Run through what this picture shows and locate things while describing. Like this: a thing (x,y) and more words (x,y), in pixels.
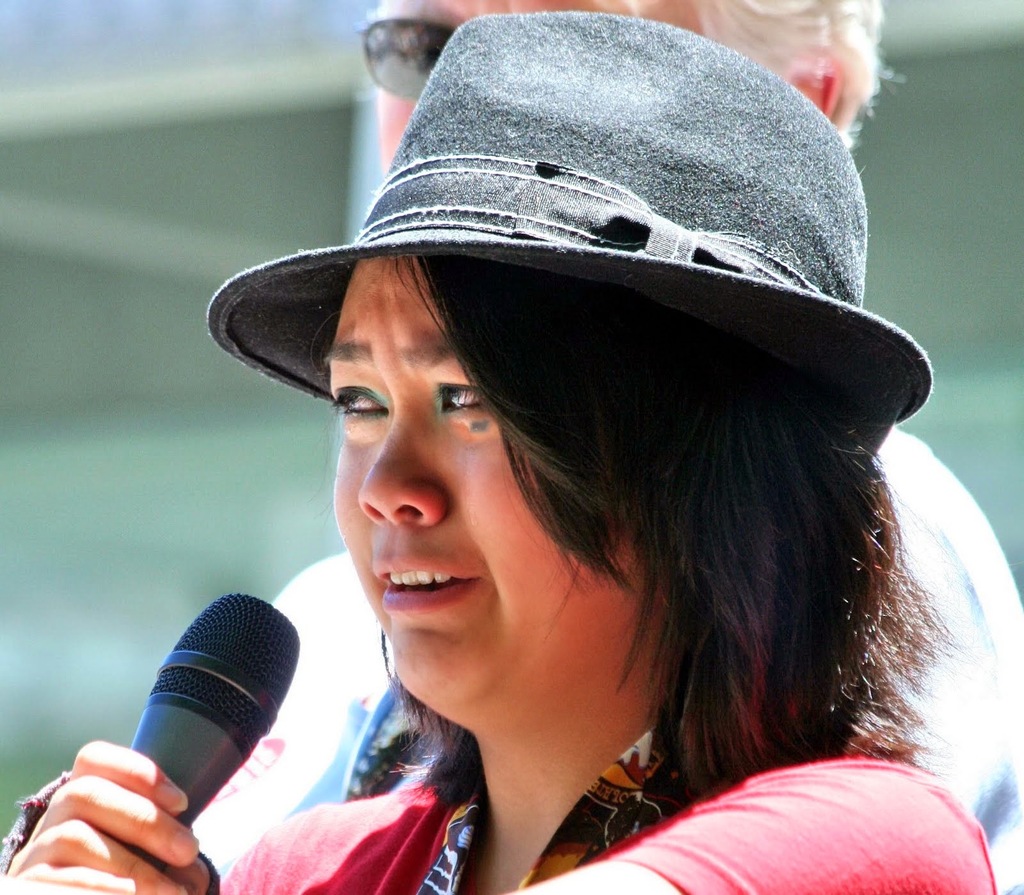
This is a picture of a woman (486,532) in a hat (583,235) holding a microphone (248,703). Background of this woman (551,612) is another person (959,549).
